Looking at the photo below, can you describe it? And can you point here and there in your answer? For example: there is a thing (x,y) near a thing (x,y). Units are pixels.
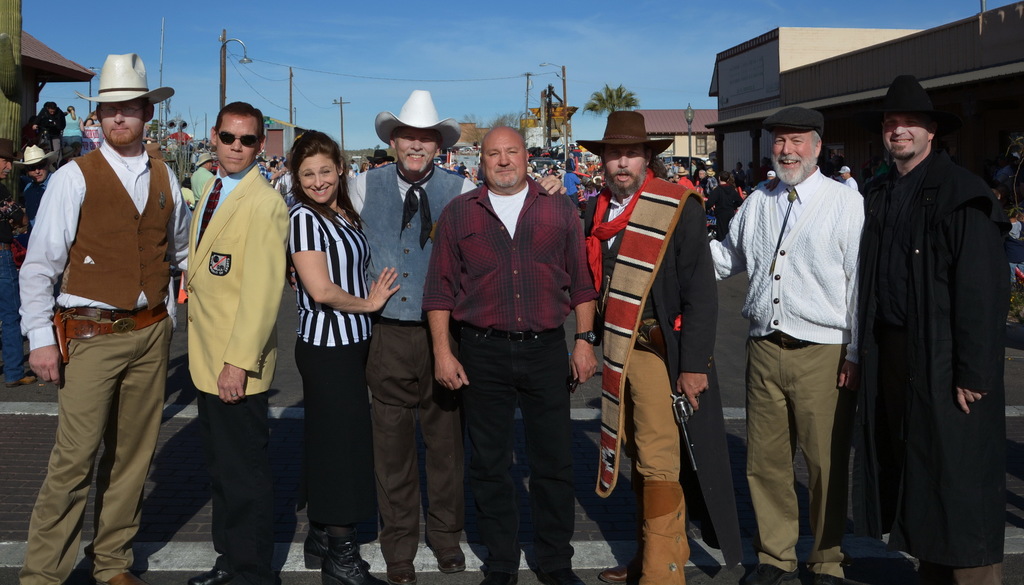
In this image I can see the group of people (128,67) are standing and wearing different color dresses (90,397). I can see few buildings (652,112), light-poles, wires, poles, trees (620,87) and the sky (390,101).
